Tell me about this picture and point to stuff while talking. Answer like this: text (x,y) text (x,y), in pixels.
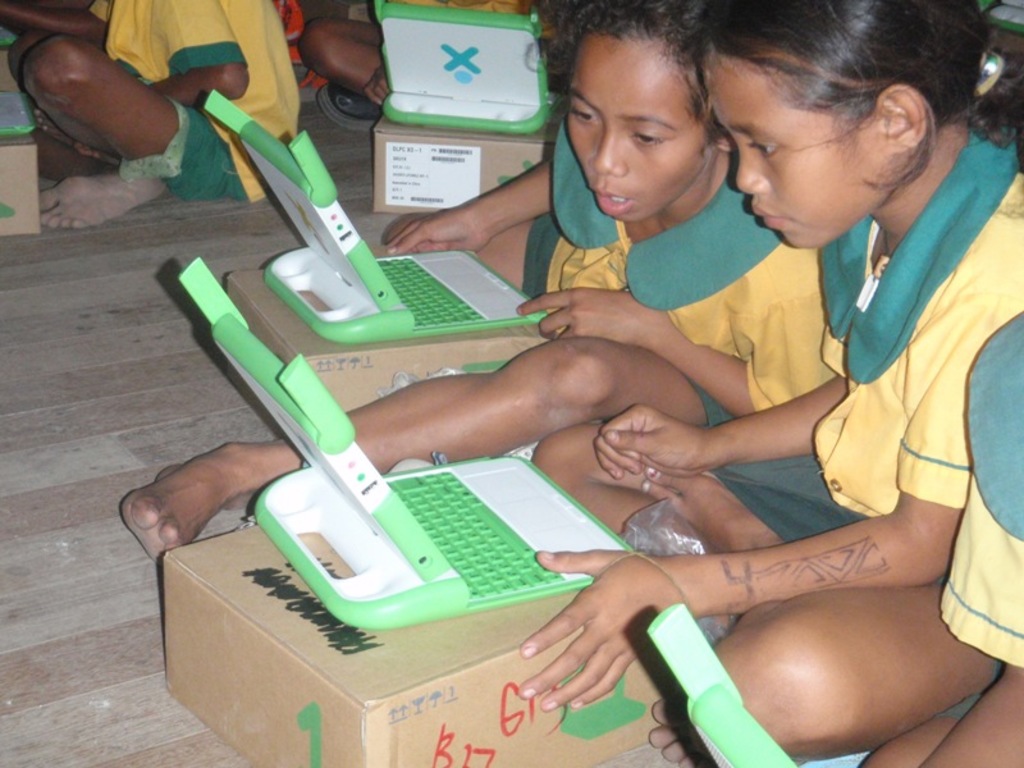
In this image we can see children (673,428) sitting on the wooden surface (129,587). In front of them there are laptops (419,496) on the boxes (499,767). At the bottom of the image (107,715) there is wooden surface (107,715).
